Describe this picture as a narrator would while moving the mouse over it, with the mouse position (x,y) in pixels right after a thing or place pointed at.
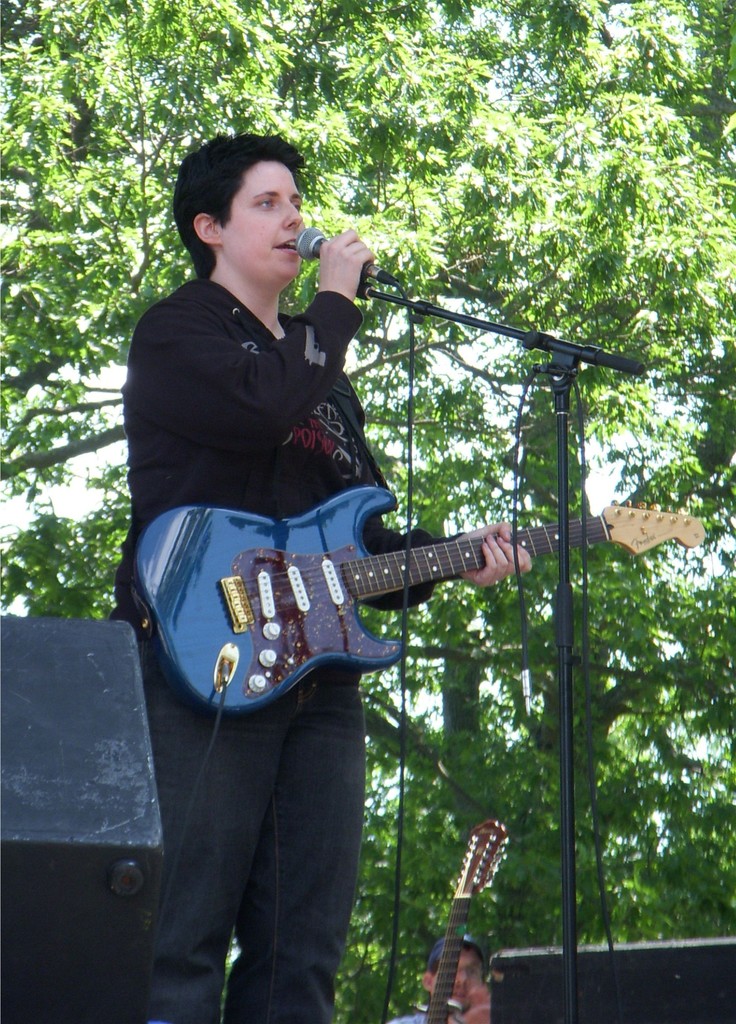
The person (237,330) in black jacket (223,412) holding a mic (317,240) and guitar (320,586). These are trees (630,862).
